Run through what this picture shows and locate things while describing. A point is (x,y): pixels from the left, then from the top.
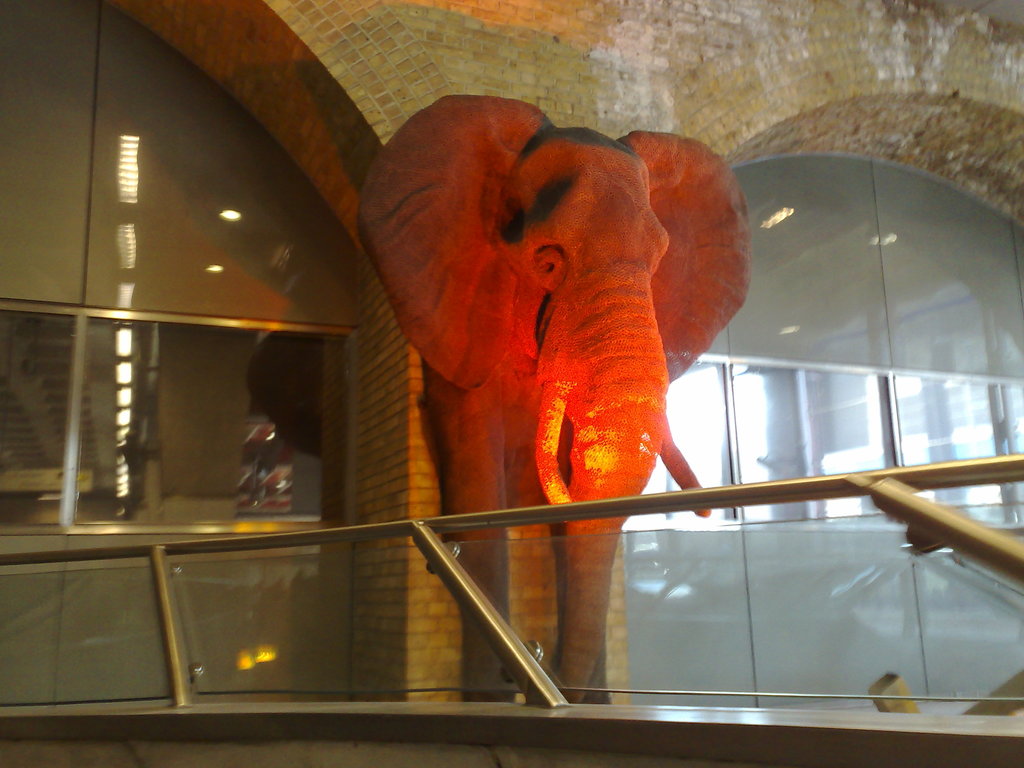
In this picture we can see the glass fence (459,630). Behind the glass fence (362,563) there is the sculpture (513,441) of an elephant (513,317), a wall (387,134) and glass windows (744,387). On the glass windows (232,302) we can see the reflections (873,242) of the lights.
